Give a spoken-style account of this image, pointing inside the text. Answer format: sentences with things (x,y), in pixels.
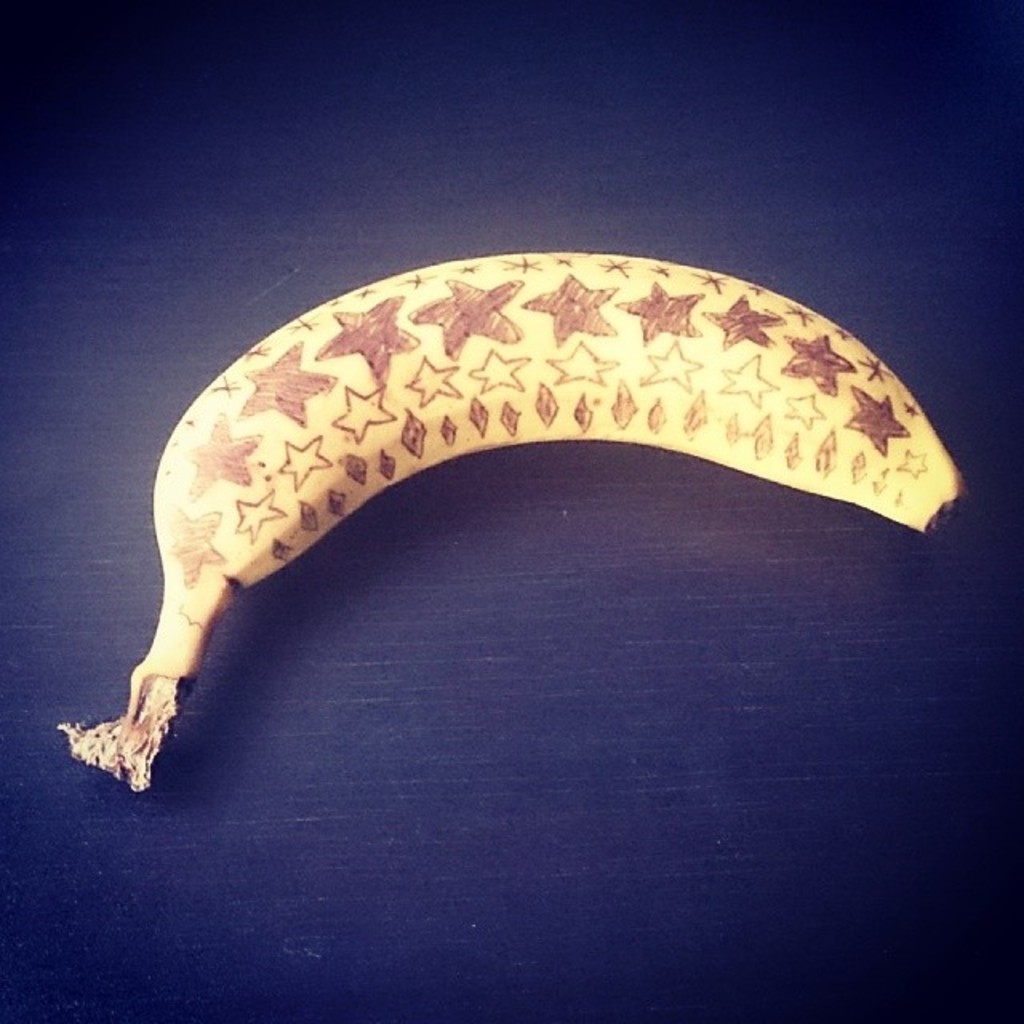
This image consist of a banana (448,403) which is on the navy blue colour surface (543,539).
